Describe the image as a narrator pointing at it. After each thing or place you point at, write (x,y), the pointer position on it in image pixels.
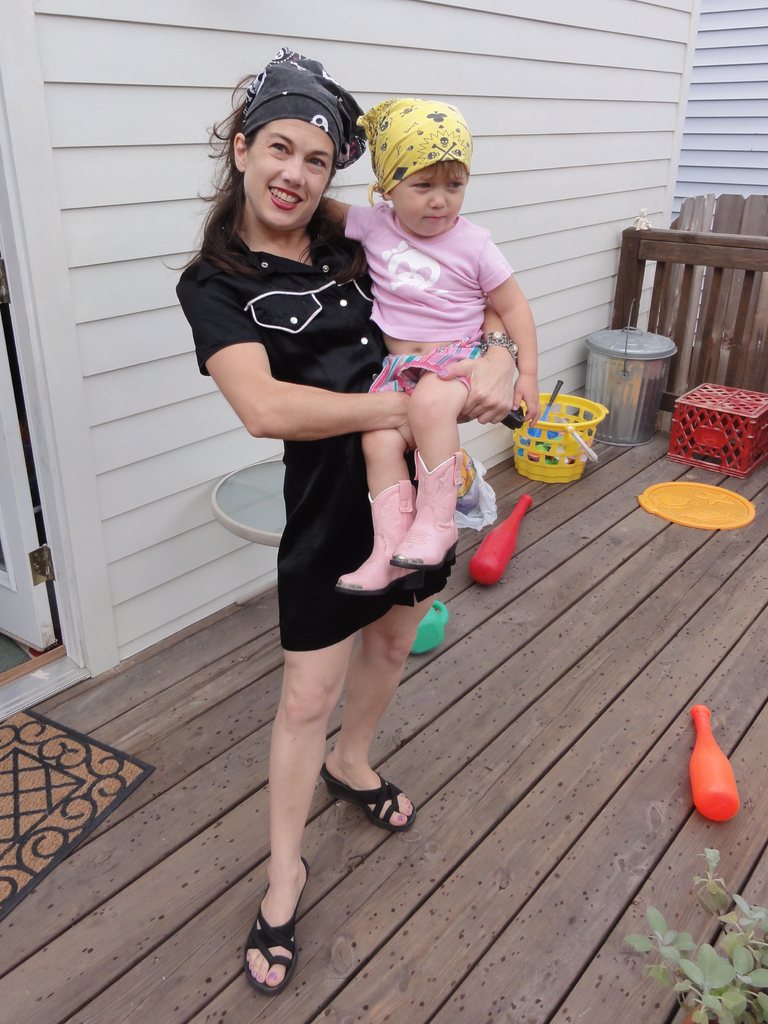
In this picture I can see a woman (363,278) holding a baby (403,254) and I can see a wall (453,88) in the back (555,16) and I can see few toys (537,445), a basket (552,453) and I can see a plant (656,936) and a door mat (13,724) on the floor (174,898).
